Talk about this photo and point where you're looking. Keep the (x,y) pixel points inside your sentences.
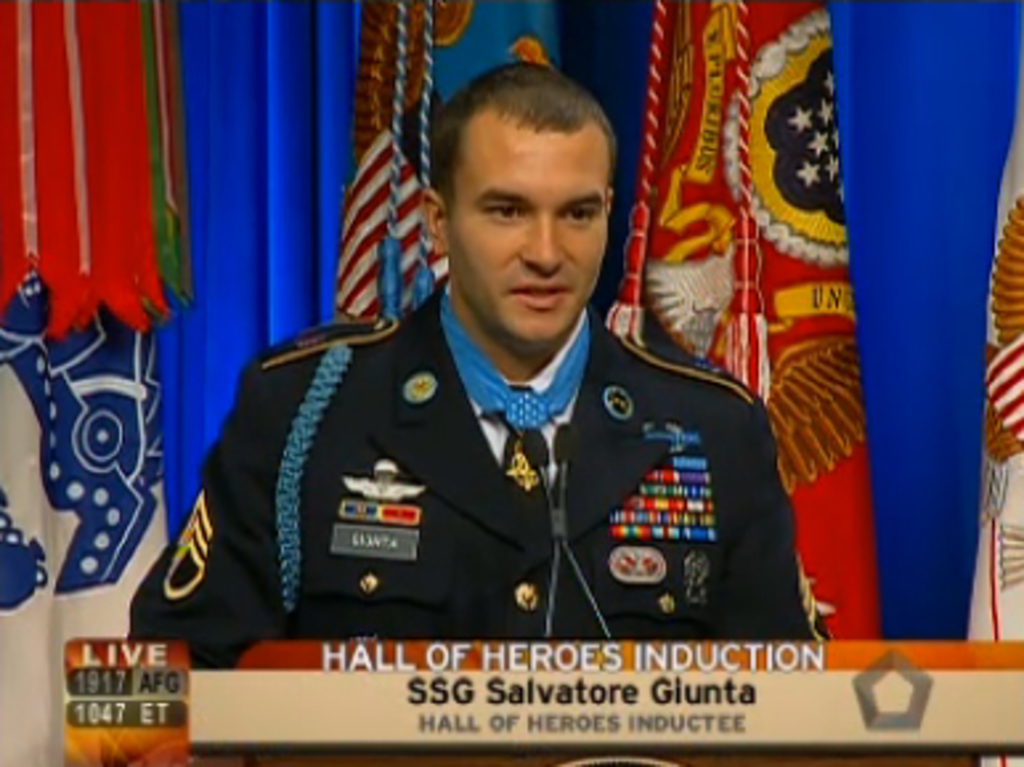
This image consists of a person (464,460). He is wearing a blazer (453,493). There is something written at the bottom (319,676). There are curtains (904,161) behind him.
